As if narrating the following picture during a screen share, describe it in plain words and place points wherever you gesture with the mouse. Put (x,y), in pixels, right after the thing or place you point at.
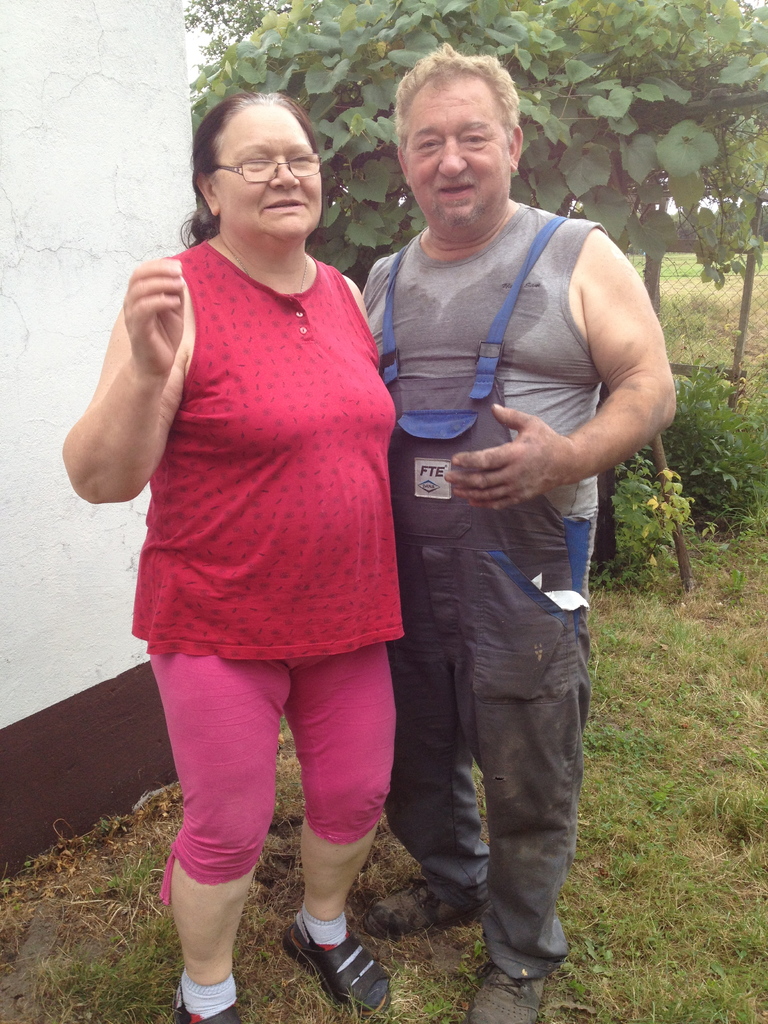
In this image we can see a man (504,667) and a woman (352,628) standing on the ground (391,839). We can also see some grass (418,944), a wall (23,555), fence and a group of plants (714,498).
